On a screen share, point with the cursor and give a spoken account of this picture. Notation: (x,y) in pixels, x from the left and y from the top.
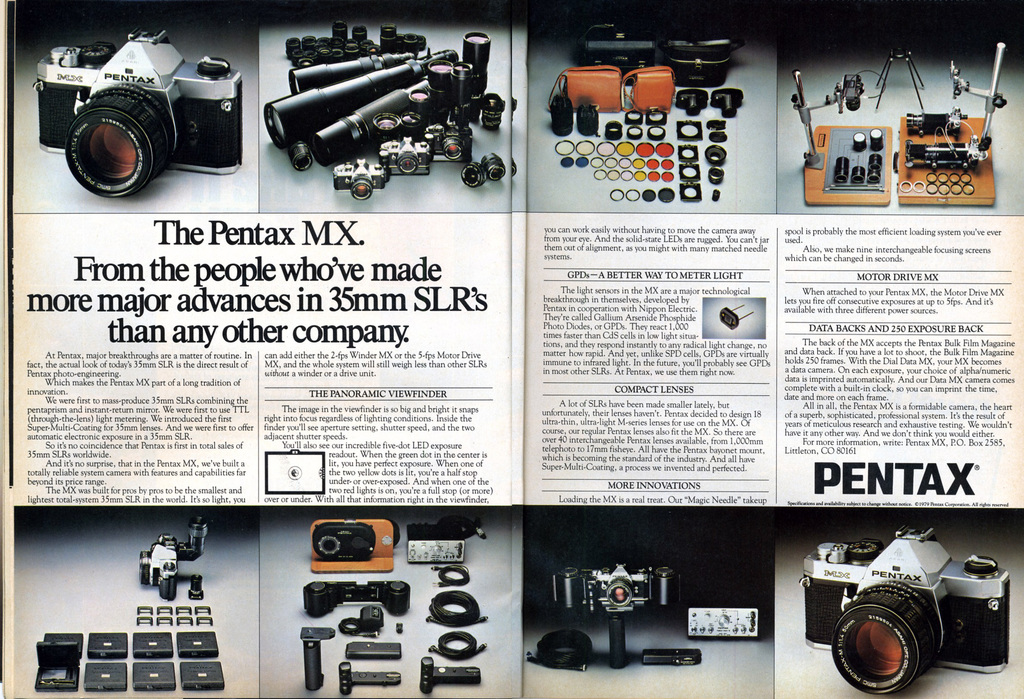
This image contains a poster (131,192) having a camera (109,98) and few lenses (457,141), glass frames (625,150) in it. There are few machines (851,156) at the right top of image (852,163). Bottom of image (57,657) there are few cameras (1007,585) and its parts (373,641) are there. Middle of image (367,412) there is some text (573,282) in the poster (592,340).
